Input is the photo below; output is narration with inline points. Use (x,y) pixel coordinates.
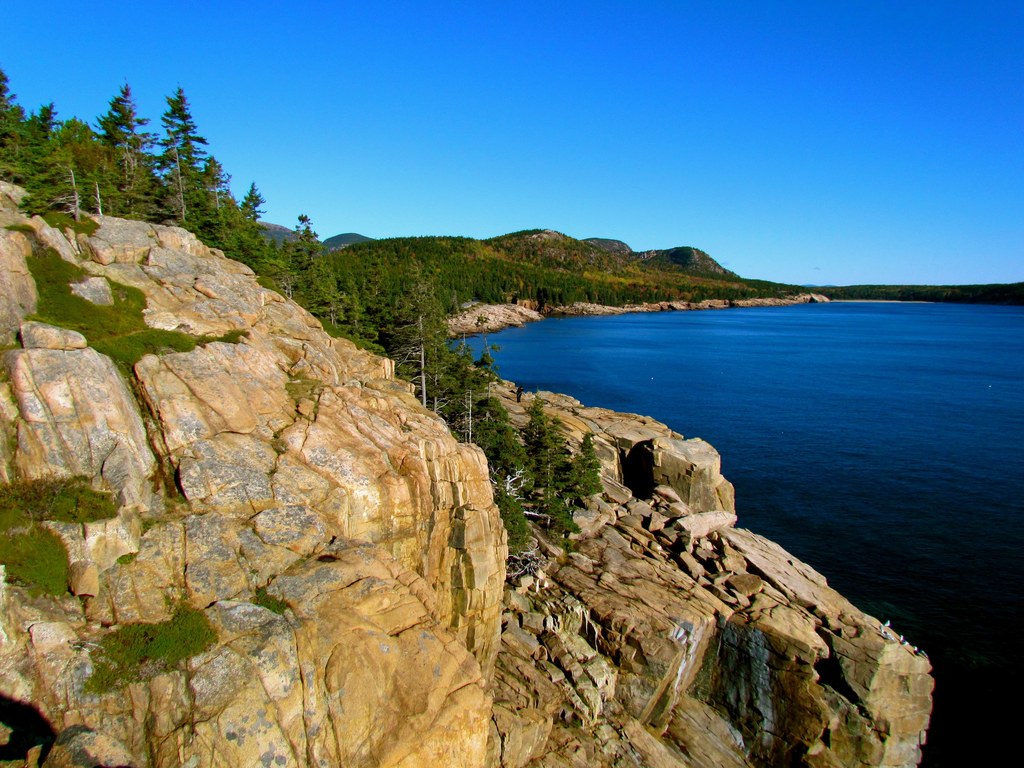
In this image there are mountains (289,408), trees (554,291), river (738,309) and the sky (639,60).
